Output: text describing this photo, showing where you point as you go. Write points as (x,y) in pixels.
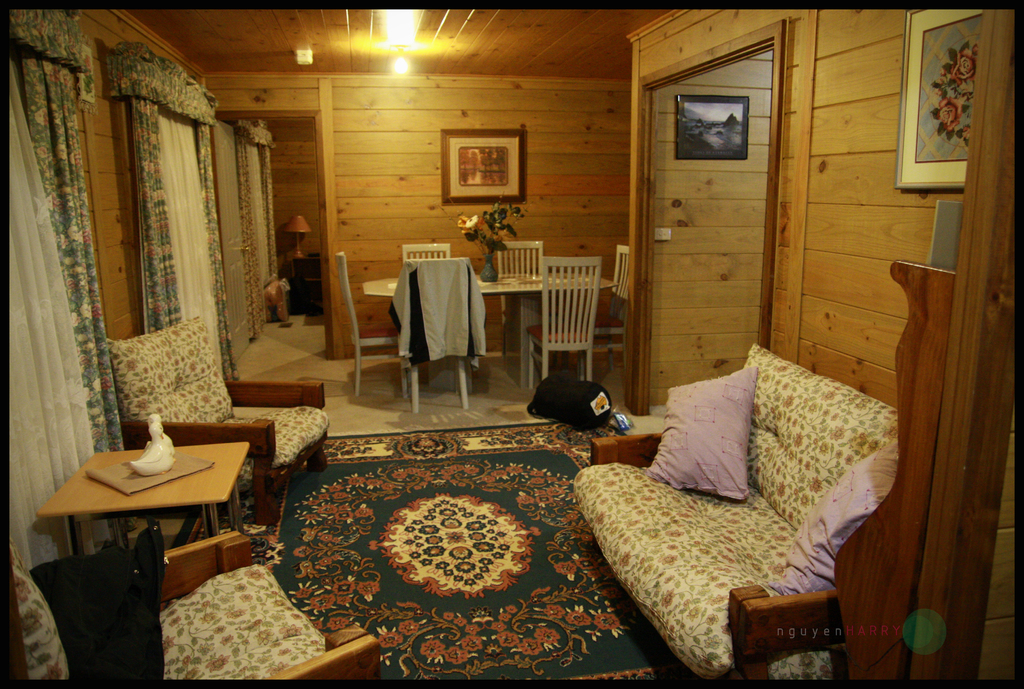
In this image i can see few couches (276,453) and 2 pillows (740,441) on the couch (826,473), the floor mat (582,532), the curtain (54,336) and a table (163,499) on which there is a object (168,463). In the background (365,291) i can see a dining table (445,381) with chairs (465,274) around it, a flower vase (489,238) on the table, the wooden wall (406,209) and a photo frame (447,193) attached to the wall (430,196).
